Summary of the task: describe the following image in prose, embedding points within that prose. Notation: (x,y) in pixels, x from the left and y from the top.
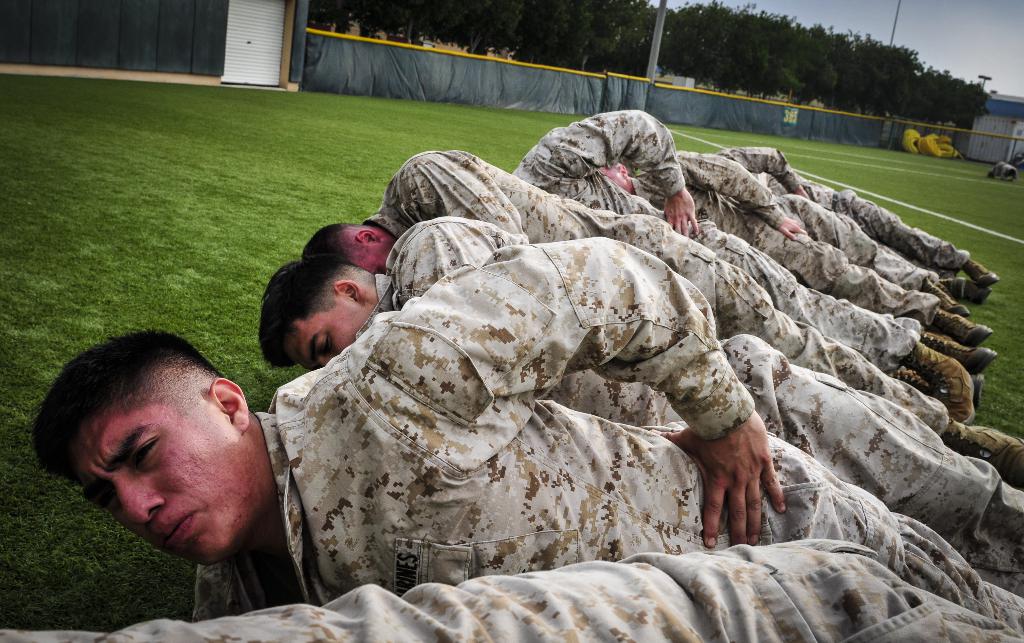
In this image we can see people (779,290) wearing military uniform (571,292) lying on the grass (1021,286). In the background of the image (384,19) there are trees (532,44). There are poles (659,30), sky (924,41).
